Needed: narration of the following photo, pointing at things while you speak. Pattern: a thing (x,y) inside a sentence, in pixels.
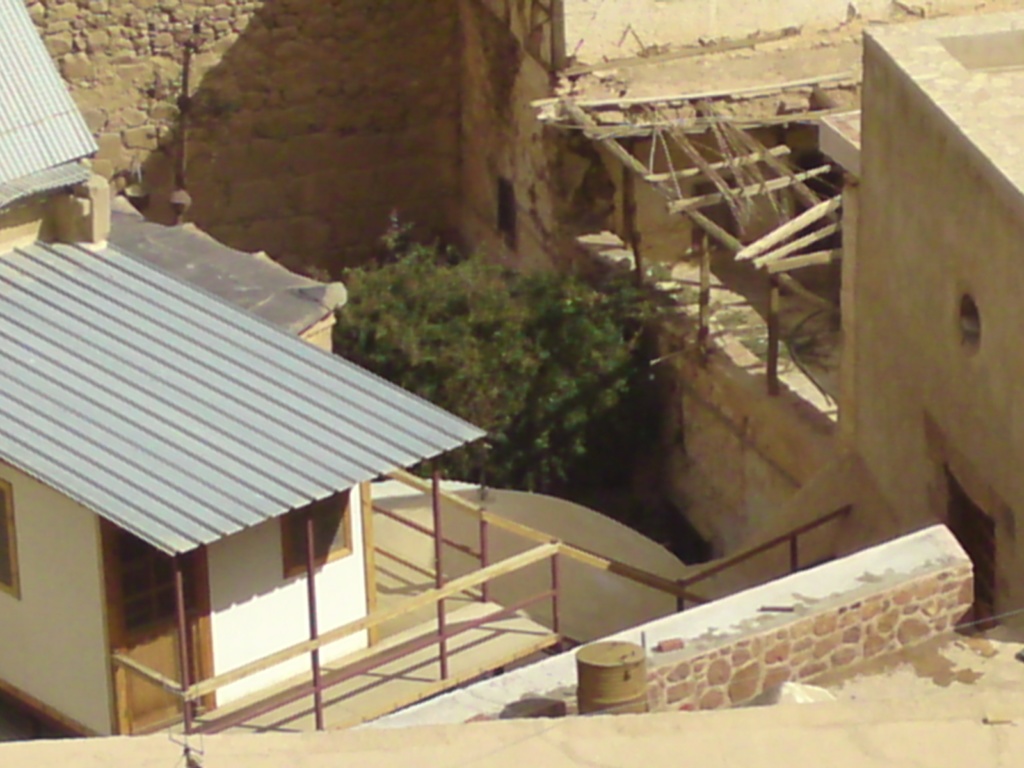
In the image there is a building (117,479) on the left side (141,395) with iron sheet (218,410) above it and a fence (440,629) around it, there is another building (893,370) on the right side (949,258) with a plant (536,416) in the middle (506,346), there is a drum (600,661) in front of the wall (719,703).
